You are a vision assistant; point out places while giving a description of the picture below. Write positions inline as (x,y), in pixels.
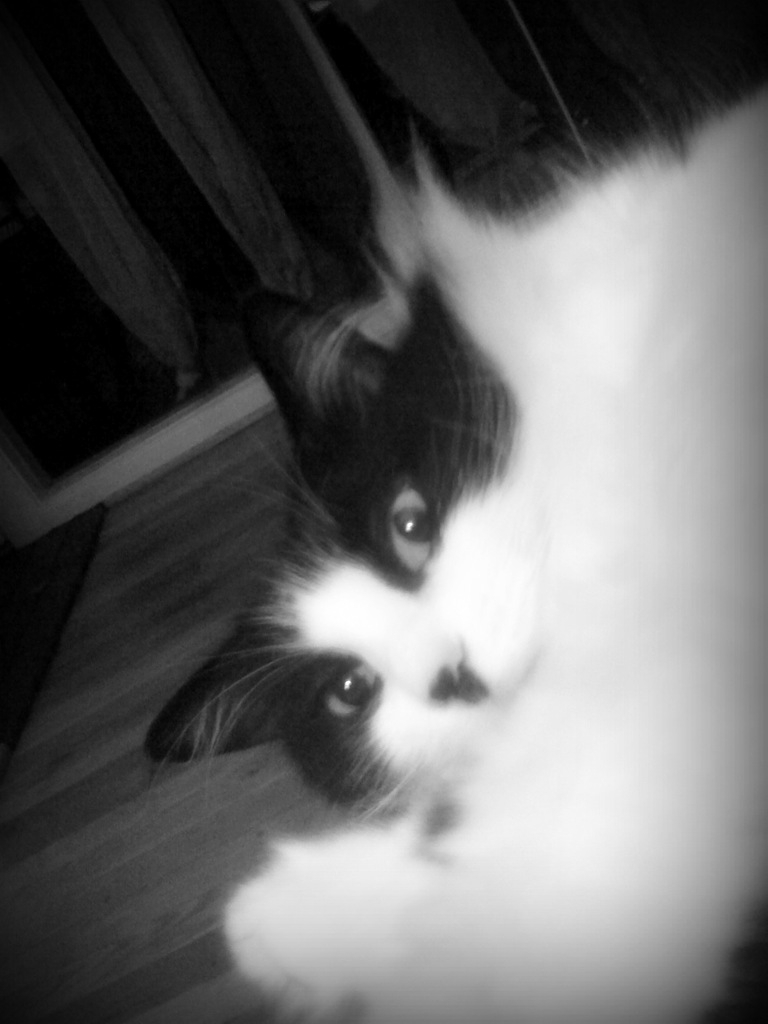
This is a black and white image. In the image on the right side (566,378) there is a cat (198,755) on the floor (202,760). Behind the cat (194,719) there is a wall (310,161) with curtains (449,52).
